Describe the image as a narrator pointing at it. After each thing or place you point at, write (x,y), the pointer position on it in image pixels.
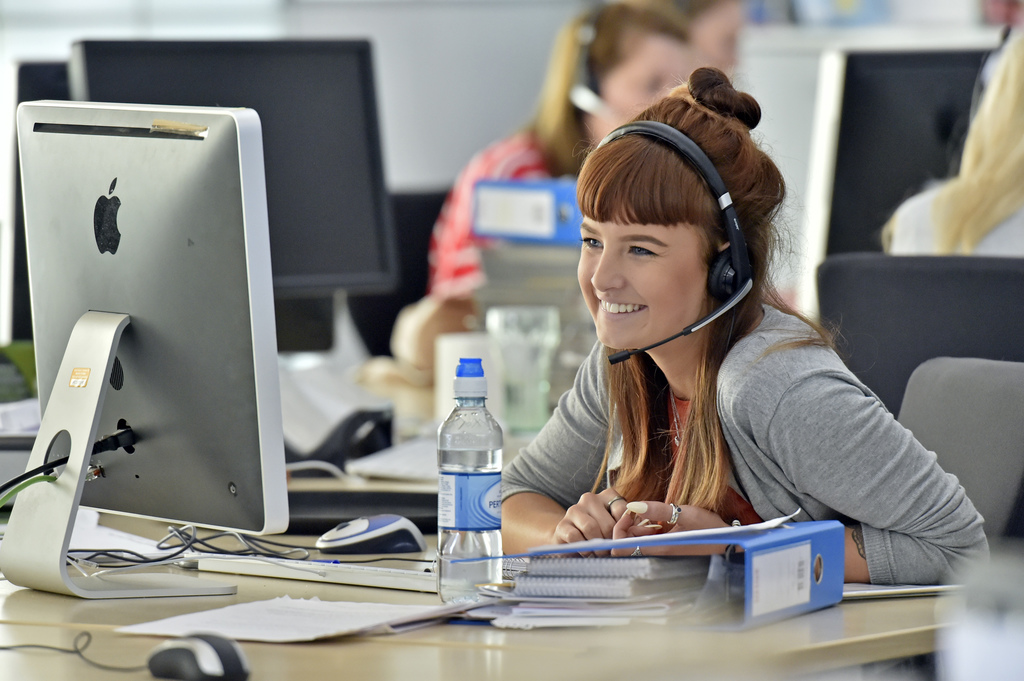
In this image there are a few people (632,323) sitting on their chairs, one of them is smiling, in front of them there is a table (133,531) with monitor (220,593), mouse (334,544), files (760,610), paper (269,619), bottle (494,544), cables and other objects (8,365) on top of it. In the background (453,53) there is a wall (485,67).
